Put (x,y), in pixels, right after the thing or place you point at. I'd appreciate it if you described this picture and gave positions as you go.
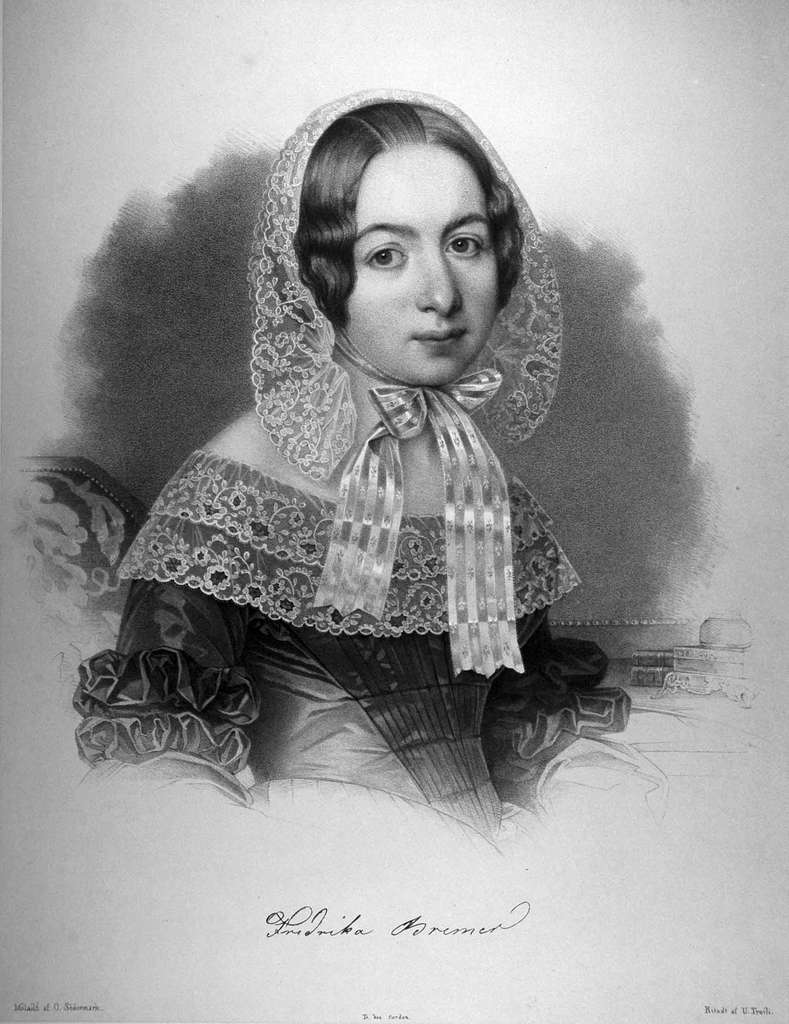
In this picture we can see a sketch (402,374) of a lady (501,431), and there is a text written on it.
